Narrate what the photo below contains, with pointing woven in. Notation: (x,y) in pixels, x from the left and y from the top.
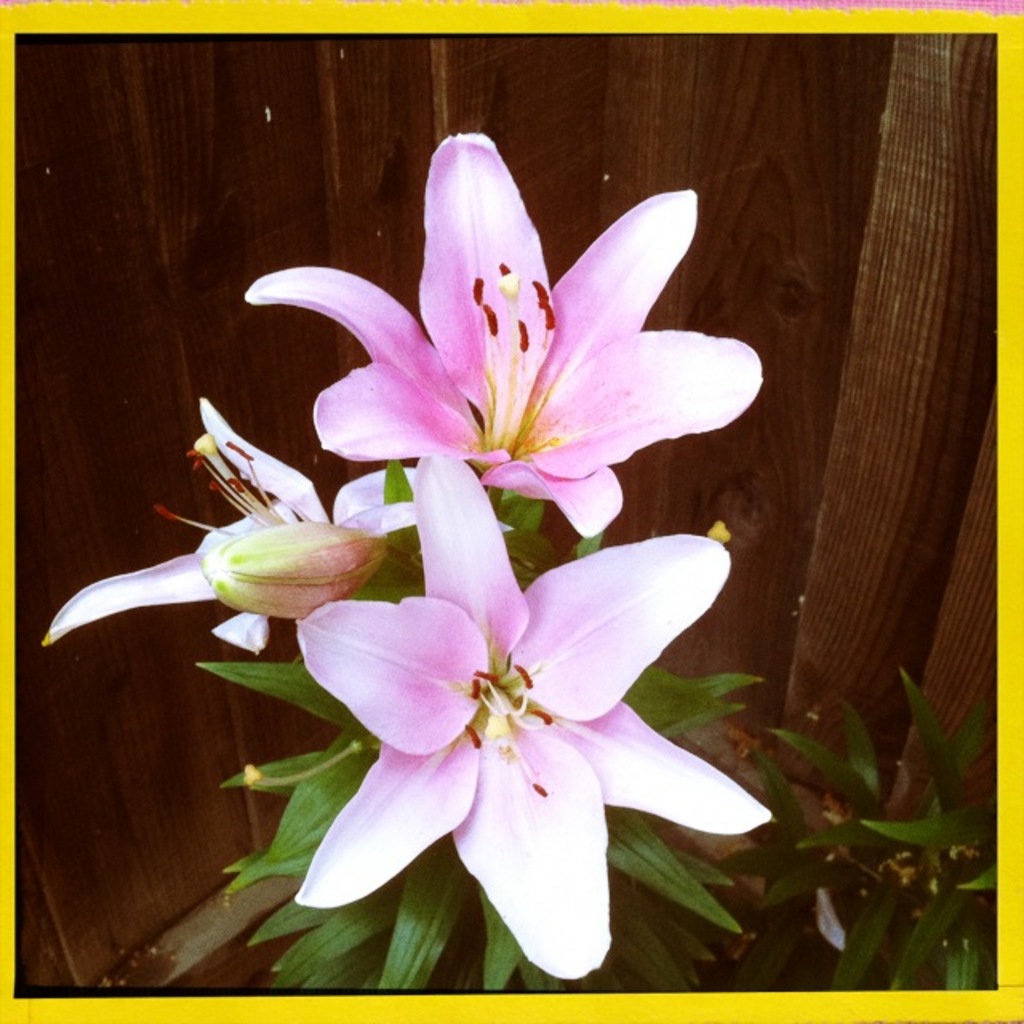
In this picture we can observe two pink color flowers (422,550) and maroon color anthers (543,720) on these flowers (500,610). There is a wooden railing (851,385) in the background (371,211). We can observe some plants (305,839) on the ground (835,855).
